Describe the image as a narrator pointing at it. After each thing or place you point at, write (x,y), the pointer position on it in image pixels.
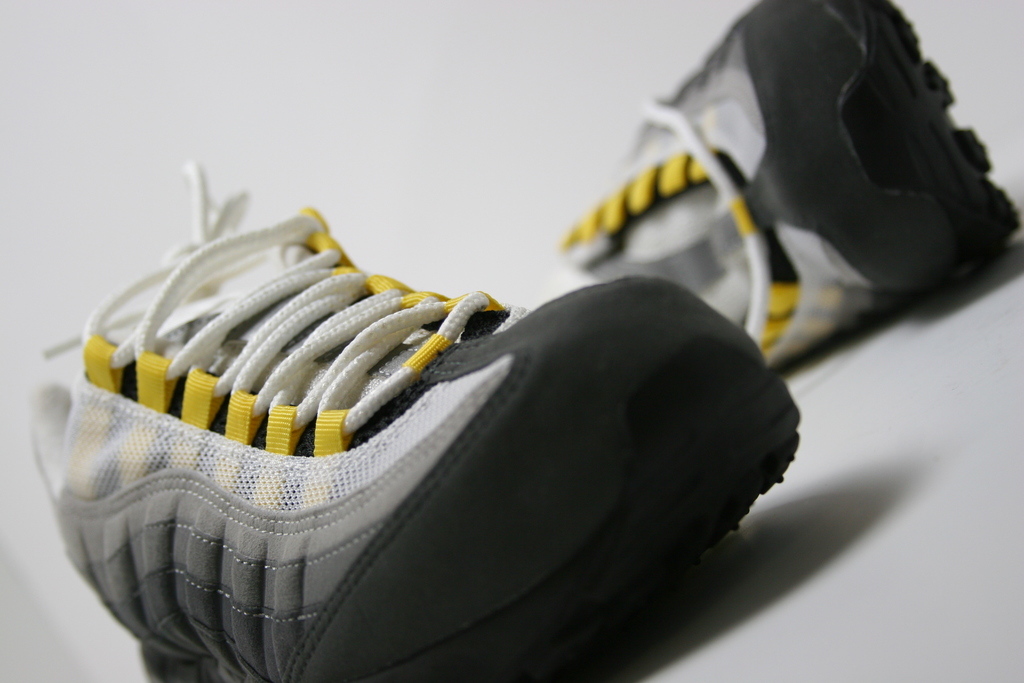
In this picture I can see pair of shoes (664,373) on an object (720,625).
